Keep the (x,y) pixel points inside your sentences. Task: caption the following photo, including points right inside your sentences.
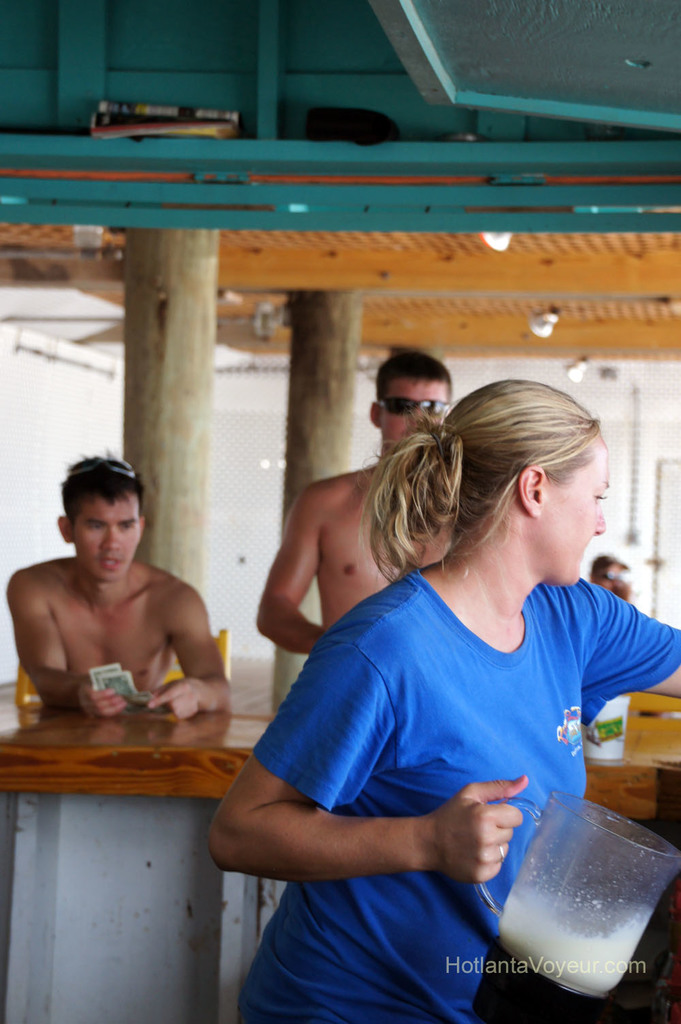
There are four people (440,392). three boys (304,507) and one girl (360,707). The blue shirt girl (371,701) is holding like a mug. He is sitting and holding like money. We can see in the background (143,413) pillars (150,375), roof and lights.
